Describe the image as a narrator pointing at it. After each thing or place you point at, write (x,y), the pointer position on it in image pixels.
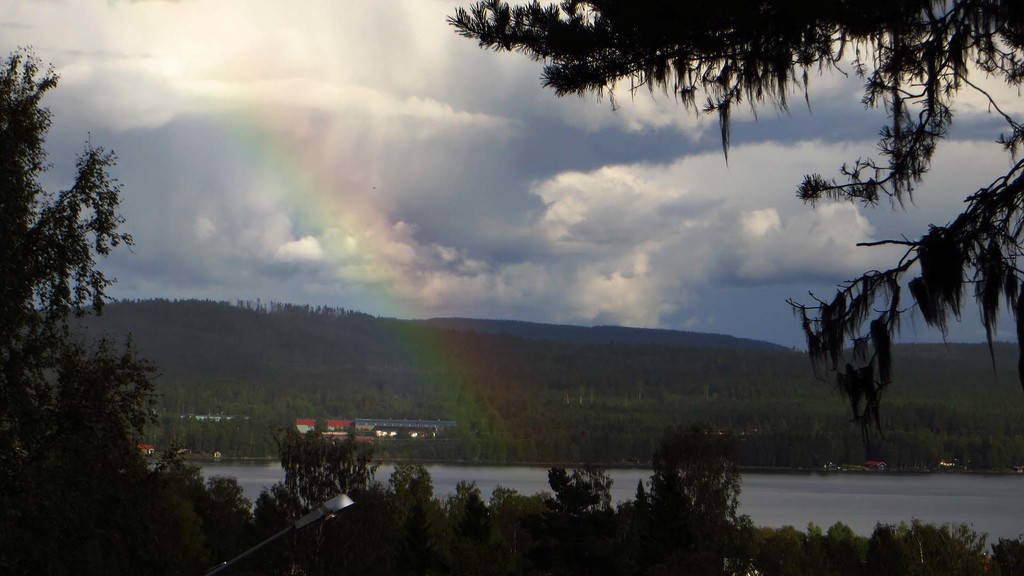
In this image we can see a lake (920,503). There are many trees (813,190) in the image. There are few houses (348,432) in the image. There is blue and cloudy sky (439,224) in the image.
